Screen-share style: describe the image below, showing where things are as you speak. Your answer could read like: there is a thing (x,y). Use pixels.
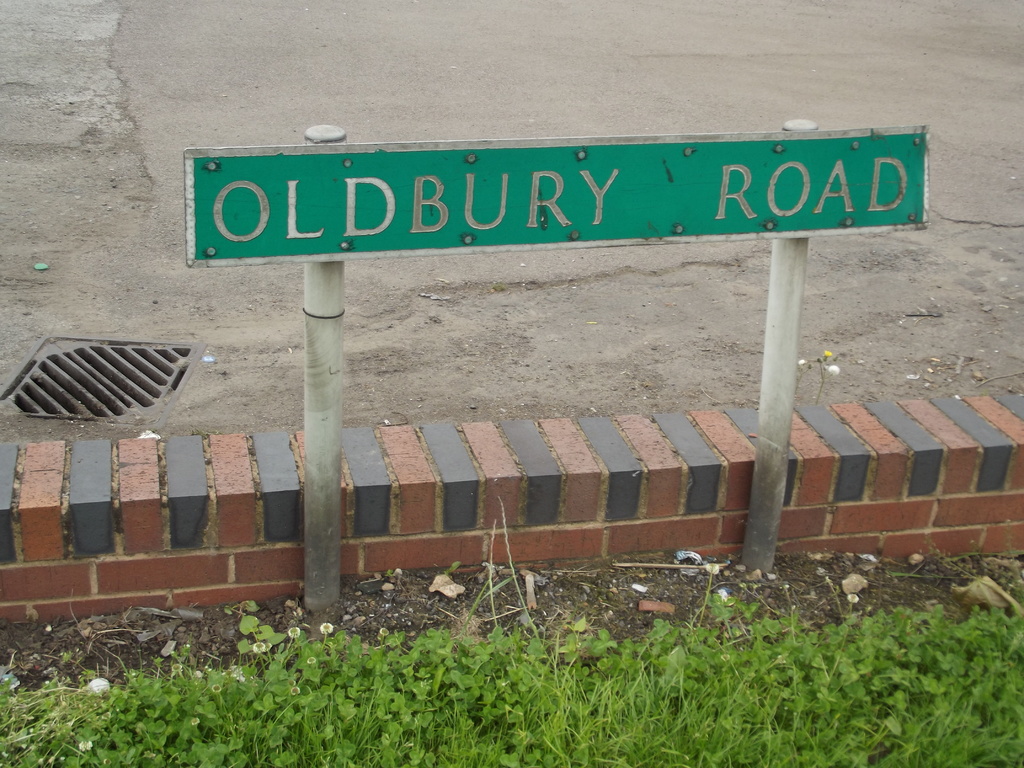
In this image, we can see some plants (480,700). There is a board (536,211) in the middle of the image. There is a manhole (150,381) on the left side of the image (94,374).
